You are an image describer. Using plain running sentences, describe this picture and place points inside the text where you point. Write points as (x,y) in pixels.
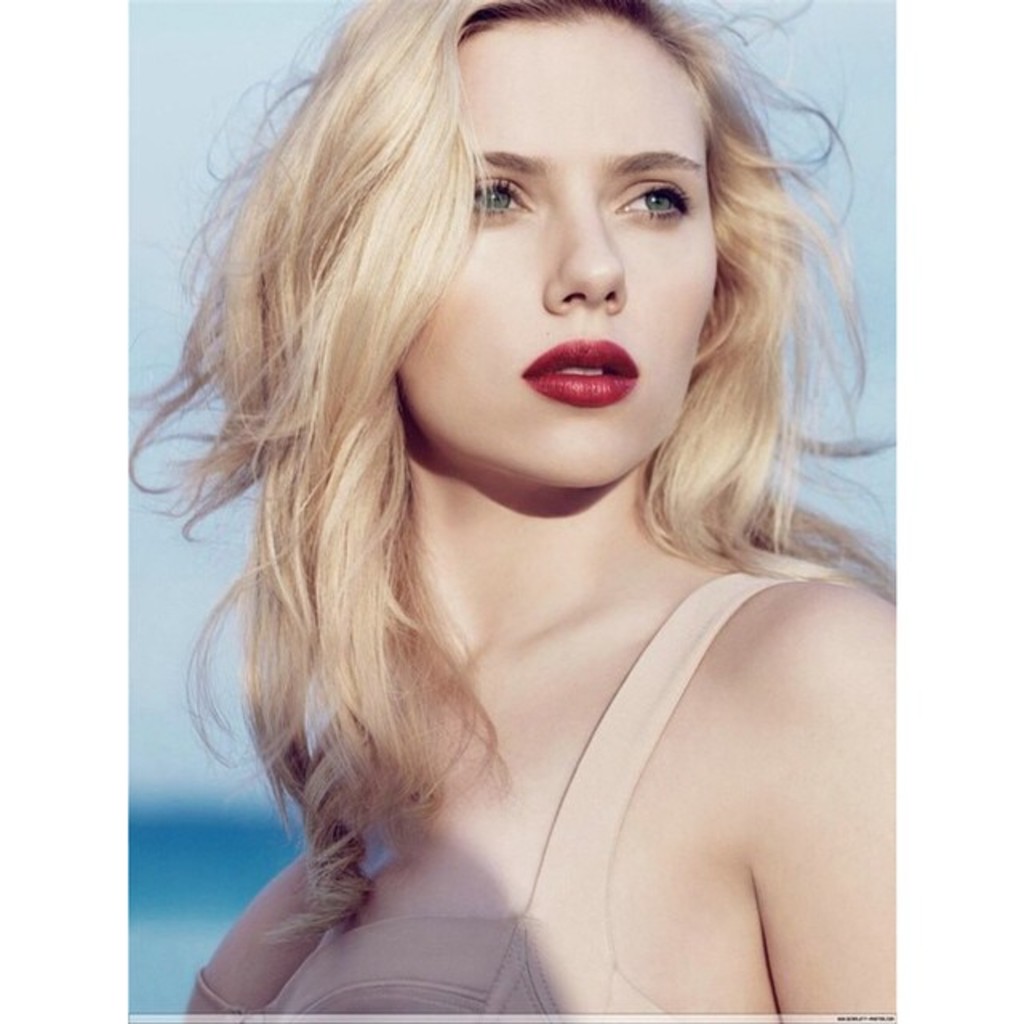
In this image in the center (468,516) there is one woman (434,558) who is standing, in the background (171,585) there is sky (867,160).
